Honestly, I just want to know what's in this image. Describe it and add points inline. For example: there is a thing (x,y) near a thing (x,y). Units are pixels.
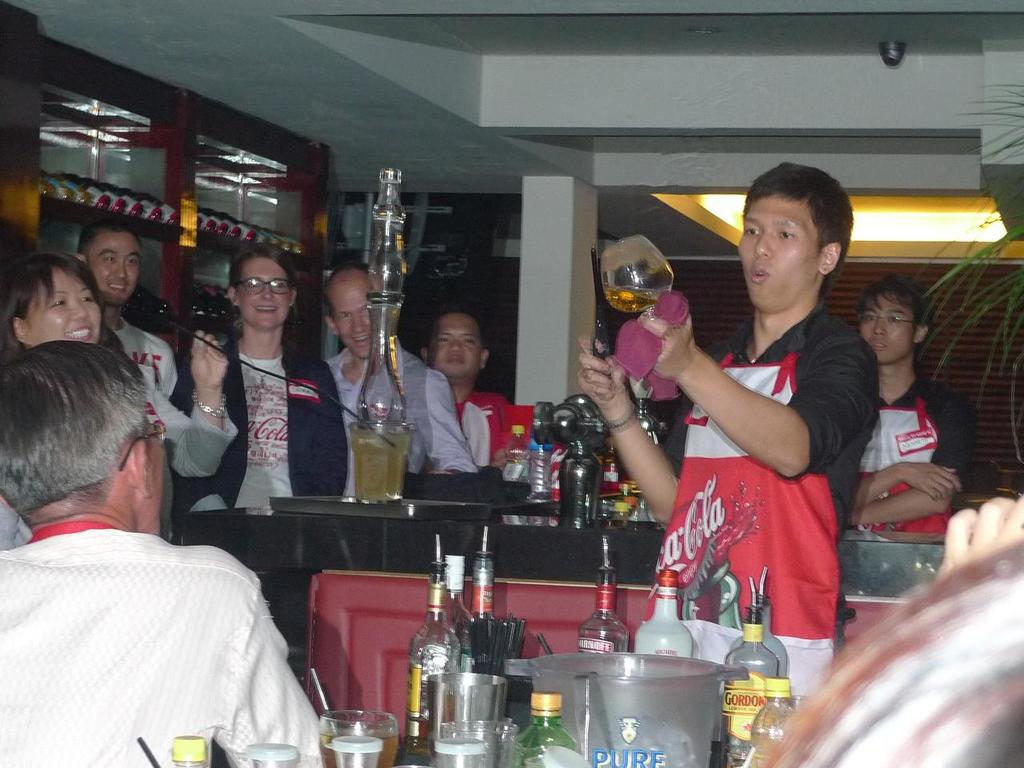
In this image there are group of persons (295,453) standing and sitting. The man (790,654) in the center (673,372) is standing and performing a stunt with glass (631,292). On the left side (240,353) there are persons (284,357) standing and smiling. In the front (558,703) on the table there are bottles (412,724), glass (473,737), and in the background (621,495) on the platform (479,523) there are bottles (538,467), there is a wall (554,319), and on the left side (197,184) there is a cupboard (178,176).
